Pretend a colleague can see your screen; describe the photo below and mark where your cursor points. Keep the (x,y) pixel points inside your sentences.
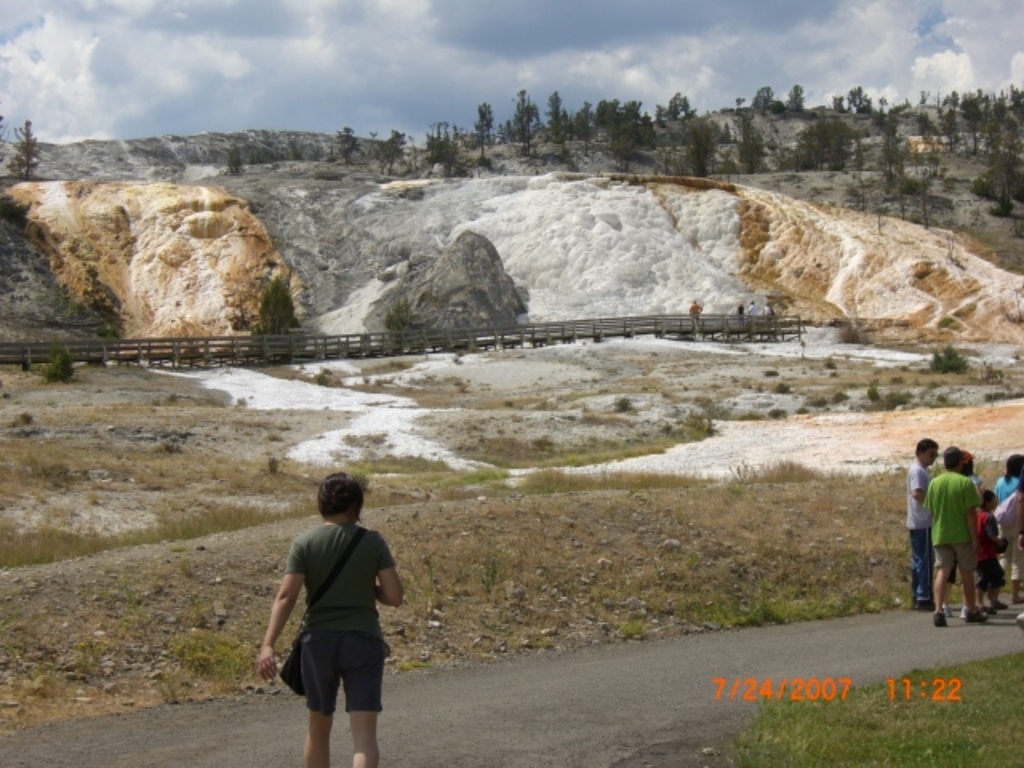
In this picture we can see some people (355,690) are walking and some people (939,544) are standing on the walkway (386,668). Behind the people (968,523) it looks like a bridge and behind the bridge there are trees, hill (233,277) and the sky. On the image there is a watermark (750,691).
